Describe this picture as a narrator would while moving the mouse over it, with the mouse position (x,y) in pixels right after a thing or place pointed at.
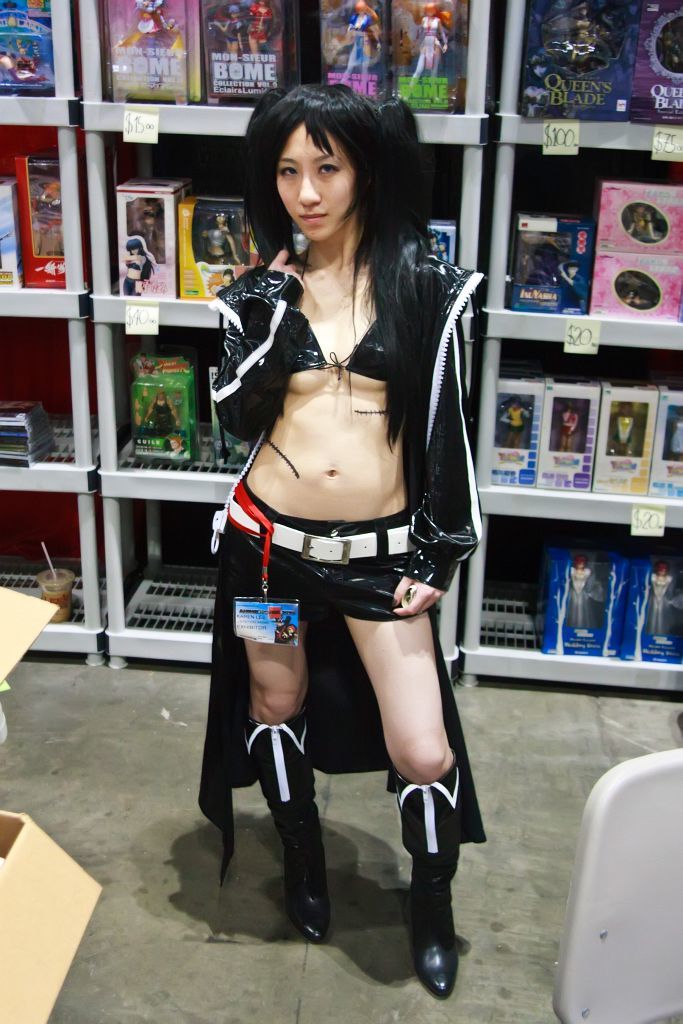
In this image we can see a lady (318,626) with a jacket (419,511), belt (409,527) and a tag (287,641). She is wearing boots (417,843). In the back (580,426) there are racks (642,340) with boxes (138,235). Also there are price tags (145,136) on the racks (572,503). On the left side (34,903) we can see a box (22,868).
